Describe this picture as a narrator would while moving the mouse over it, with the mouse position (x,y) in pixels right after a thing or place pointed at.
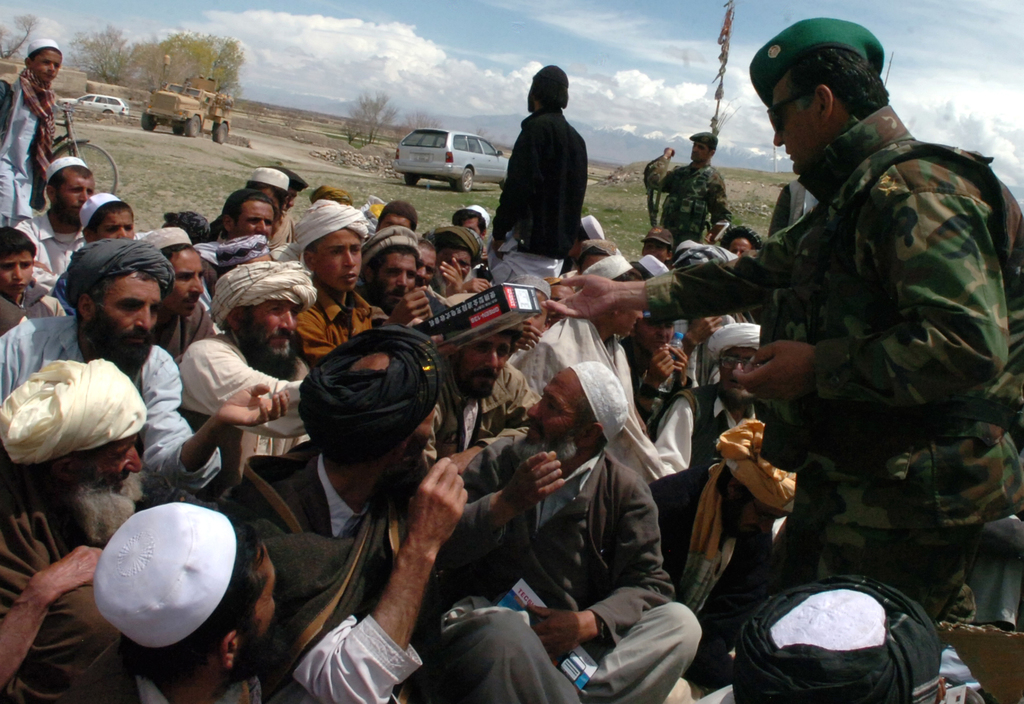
In front of the image there are a few people (377,265) sitting and there are a few people (47,127) standing. In the background of the image (450,174) there are vehicles (499,150), trees (32,17). At the top of the image (471,54) there are clouds (408,61) in the sky (501,42).
